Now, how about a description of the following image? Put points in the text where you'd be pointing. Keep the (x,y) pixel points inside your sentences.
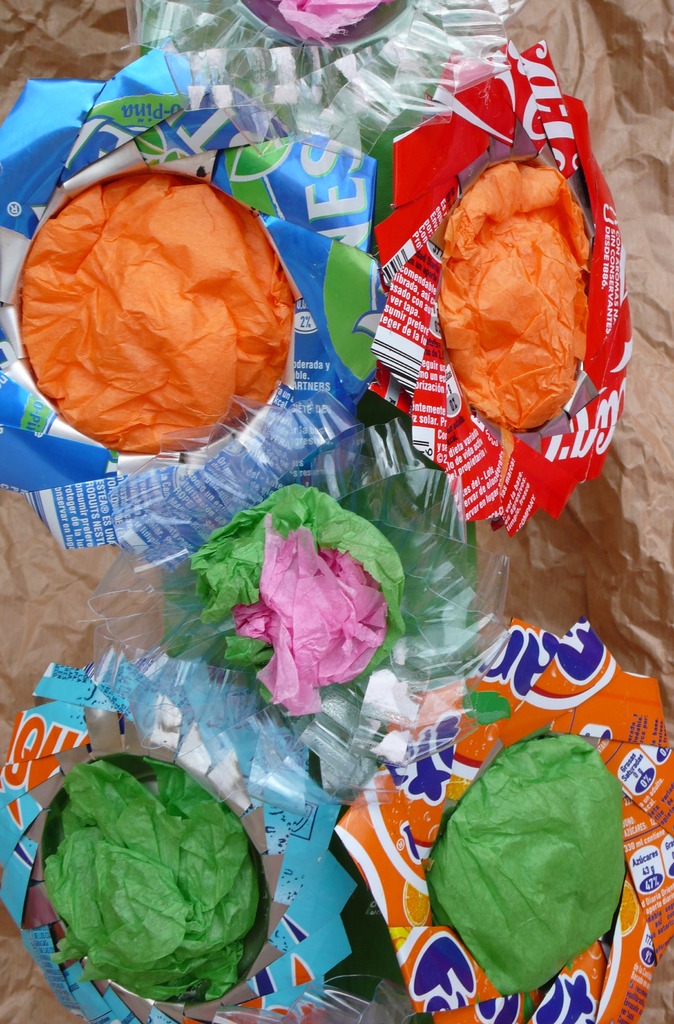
In this image I can see number of wrappers (48,717) in front (294,164) which are colorful and I see something is written on these wrappers (344,815).
